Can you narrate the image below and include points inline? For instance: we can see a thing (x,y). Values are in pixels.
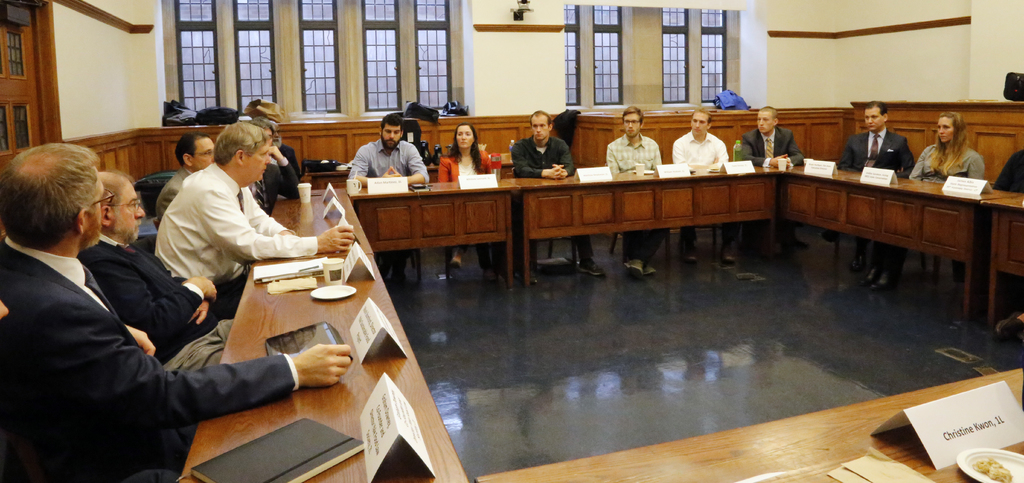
This picture is clicked inside a room (597,308). There are group of people (937,145) sitting on chairs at the table (845,189). On the table (719,185) there are name boards (730,169), glasses (641,170), cups (353,184), plates (331,287), books (270,458) and tablets (303,340). Behind them there is another table (326,173) on which bags (431,113) are placed. In the background (87,86) there is wall (93,73) and windows (266,57).
